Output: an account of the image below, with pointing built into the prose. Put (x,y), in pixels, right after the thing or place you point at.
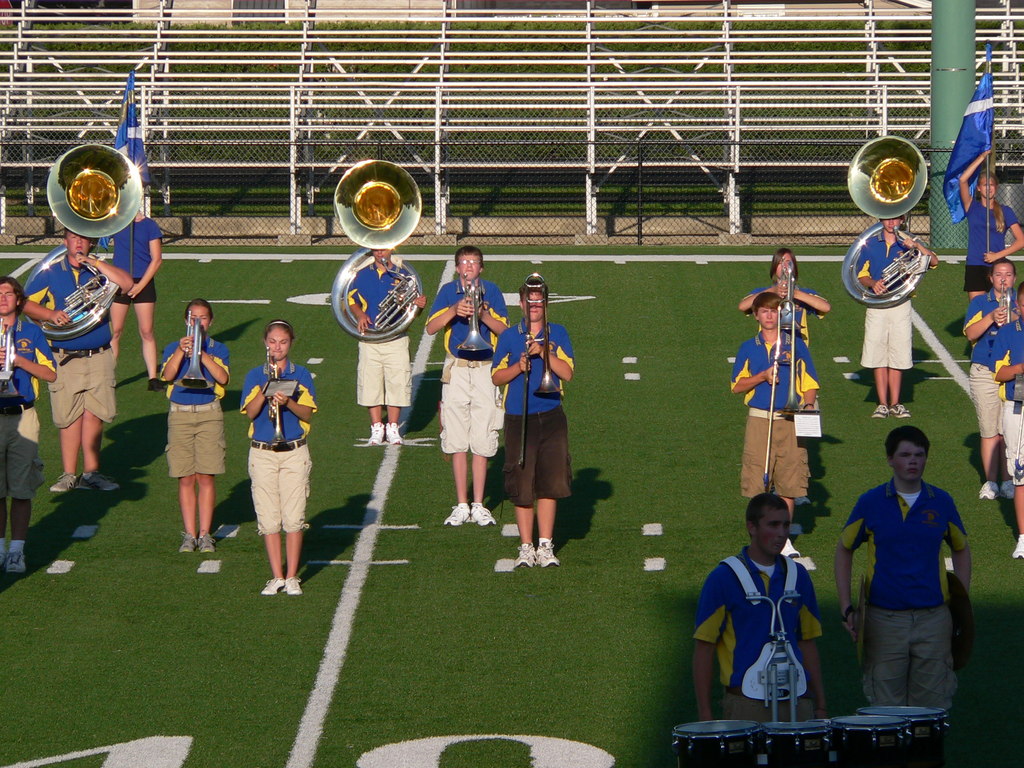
As we can see in the image, there are group of people (18,358) standing and playing musical instruments (68,161) and the women (980,249) on the right side (979,184) is holding blue color flag (990,96).
